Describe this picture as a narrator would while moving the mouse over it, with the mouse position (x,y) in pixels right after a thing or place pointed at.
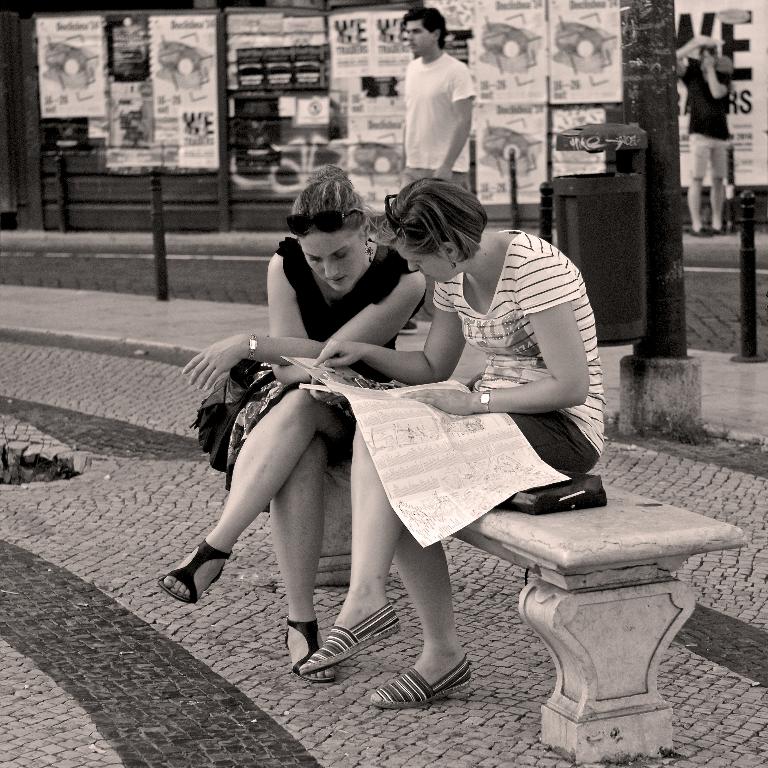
This is a black and white image. In this image there are two ladies (385,327) sitting on a bench (540,587). They are holding a map (378,401). They are having goggles (340,224) and a watch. In the back (664,125) there is a pole (663,101) with a bin (604,237). And there is a person (429,85). In the back (274,70) there is a wall (12,96) with posters (597,81).
